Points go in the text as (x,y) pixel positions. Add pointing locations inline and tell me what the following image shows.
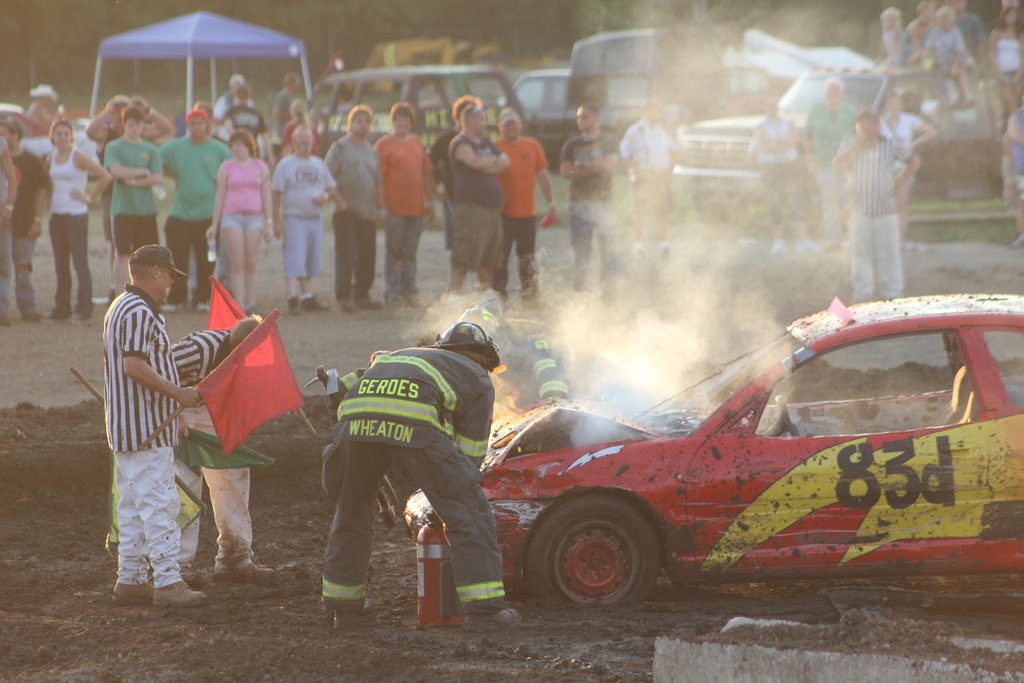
Here in this picture we can see a race car (614,413) present on the ground (599,618) over there and we can see it is broken and smokes (632,395) are coming out of it and in front of it we can see people (536,378) with fire extinguishers (438,535) in their hands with helmet (472,347) on them and beside them also we can see two persons (153,455) standing with flags (237,400) in their hand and beside them we can see a number of people (366,147) standing and watching it and we can see tents (239,50) and cars (428,90) and trucks (596,105) present all over there.
